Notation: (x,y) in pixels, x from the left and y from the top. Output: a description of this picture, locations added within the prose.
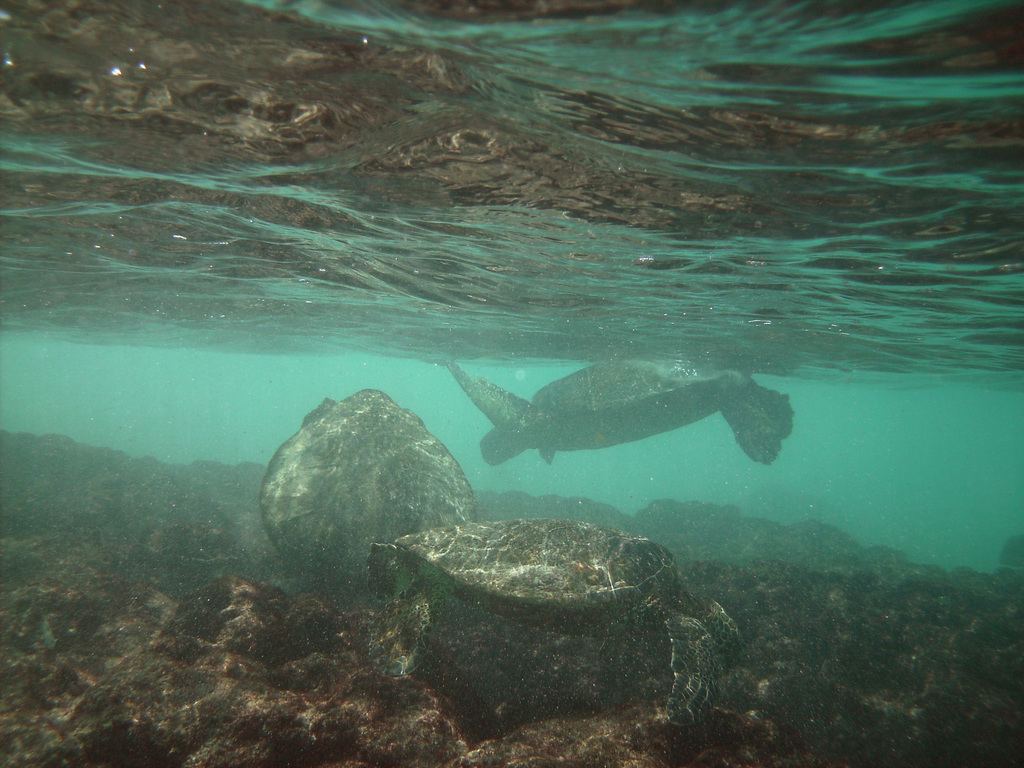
In this image we can see some turtles (700,670) and rocks (809,599) under the water (110,443).
